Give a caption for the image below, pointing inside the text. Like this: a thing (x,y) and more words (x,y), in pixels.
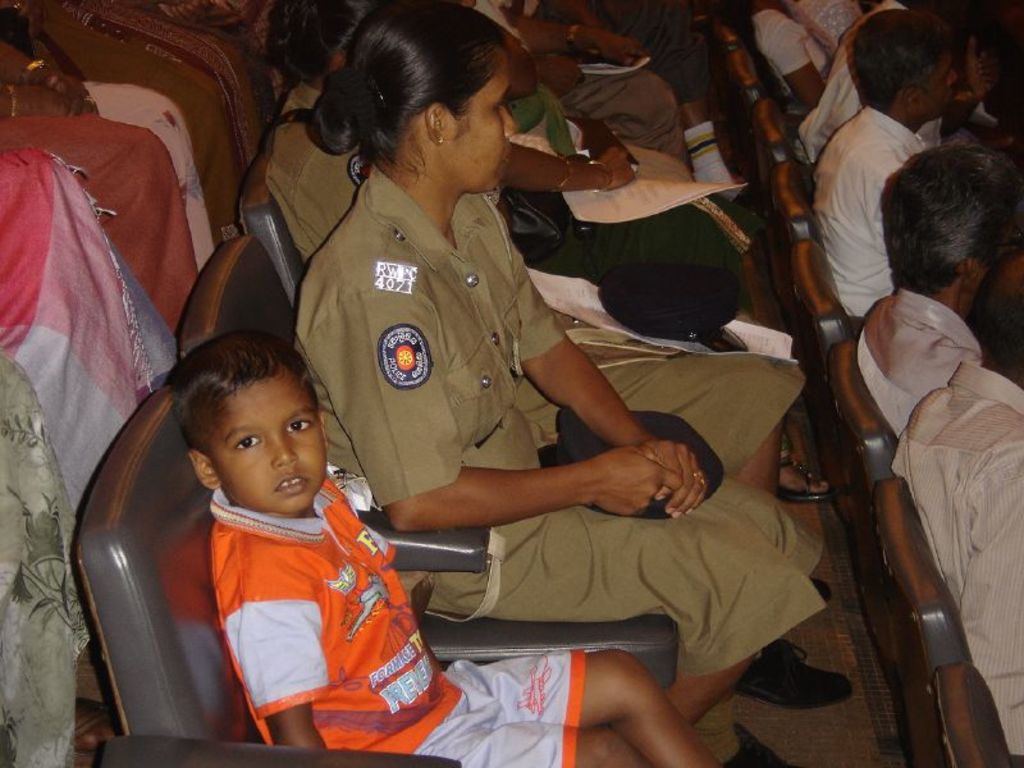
In this picture we can see a group of people (355,259) sitting on the chairs (481,548) and few people (606,174) holding papers (618,195).
